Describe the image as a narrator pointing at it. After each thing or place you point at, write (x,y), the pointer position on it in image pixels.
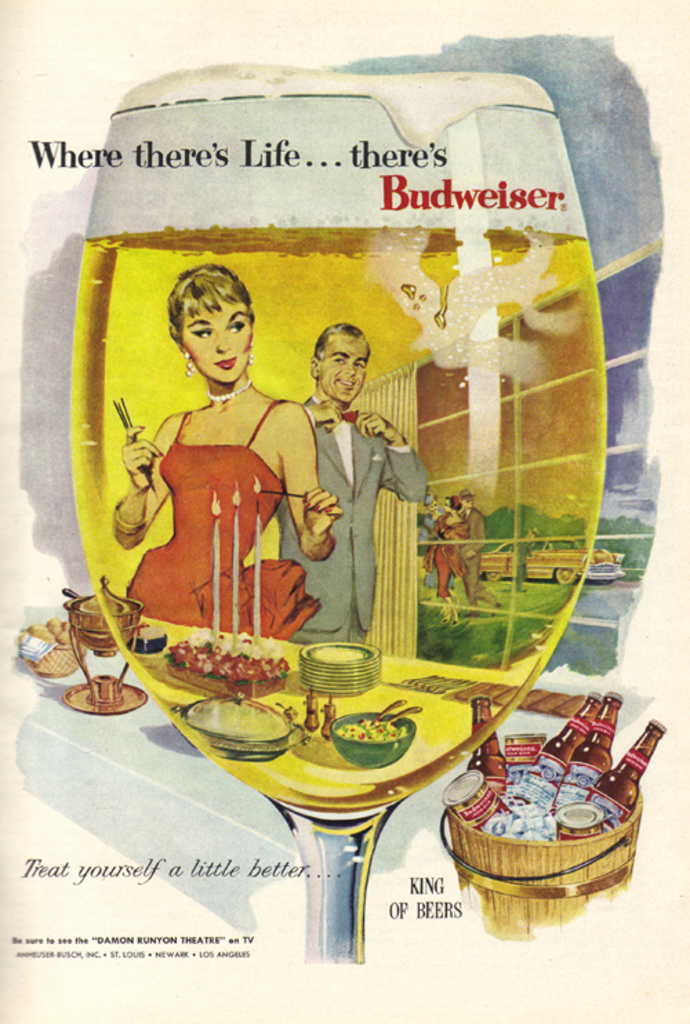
It is a poster. In this image there are depictions of people (320,479). In front of them there is a table (314,741). On top of it there are few objects (259,690). There is a bucket (443,820) filled with beer bottles (627,772). There is a beer glass (361,708). In the background of the image (502,574) there is a car (529,566). In front of the car (487,561) there are people (464,544). There are trees (504,521). There is some text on the image.
